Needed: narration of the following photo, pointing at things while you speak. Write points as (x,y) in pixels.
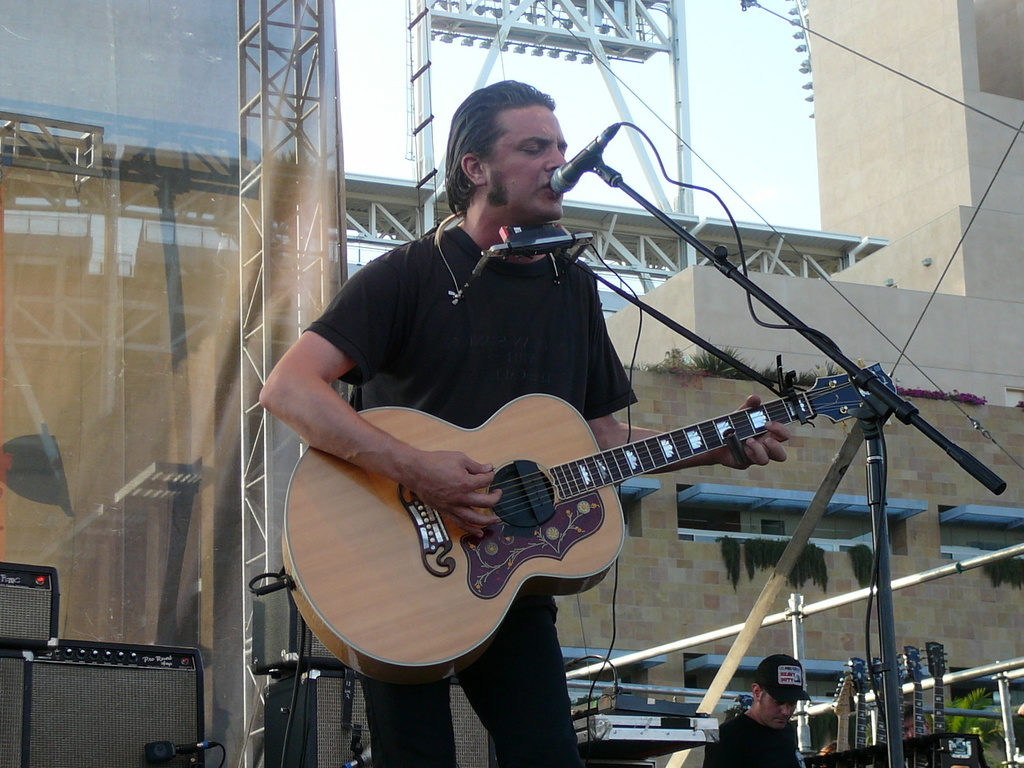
This is a picture of a man (506,358) in black t shirt (512,376) holding a guitar (479,448) and singing a song in front of the man (537,198) there is a microphone (558,192) with stand (866,382). Behind the man (553,712) there are music systems (661,705) and a wall (875,152) and also a man (762,745) in black cap (786,695) was standing.
